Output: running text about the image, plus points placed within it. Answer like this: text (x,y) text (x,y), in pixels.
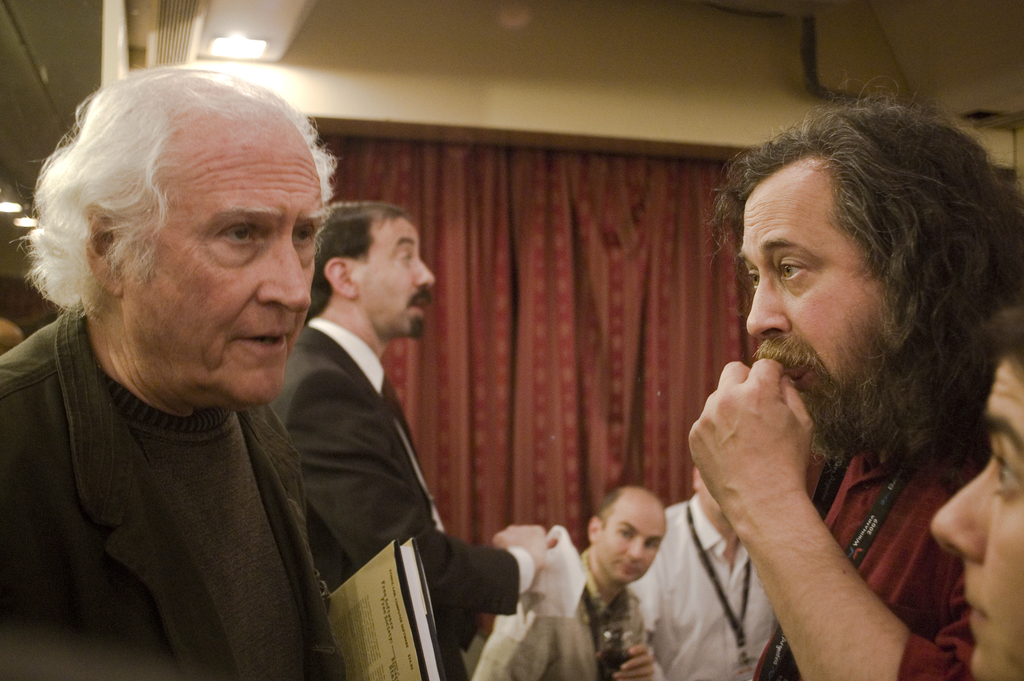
In this picture we can see people (311,470), here we can see files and some objects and in the background (564,222) we can see a curtain (536,172), lights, wall (713,112) and some objects (815,63).
